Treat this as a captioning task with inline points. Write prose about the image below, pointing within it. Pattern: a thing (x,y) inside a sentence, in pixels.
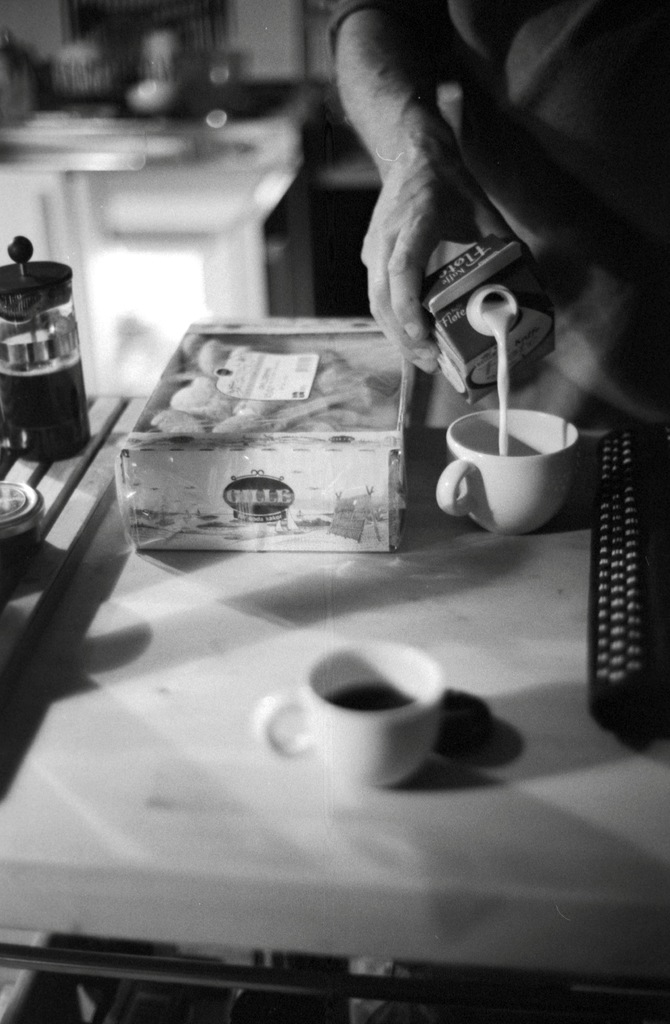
In this Image I see a person (481,198) who is holding a box (489,296) and I see there is another box (403,389) over here and there are 2 cups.
